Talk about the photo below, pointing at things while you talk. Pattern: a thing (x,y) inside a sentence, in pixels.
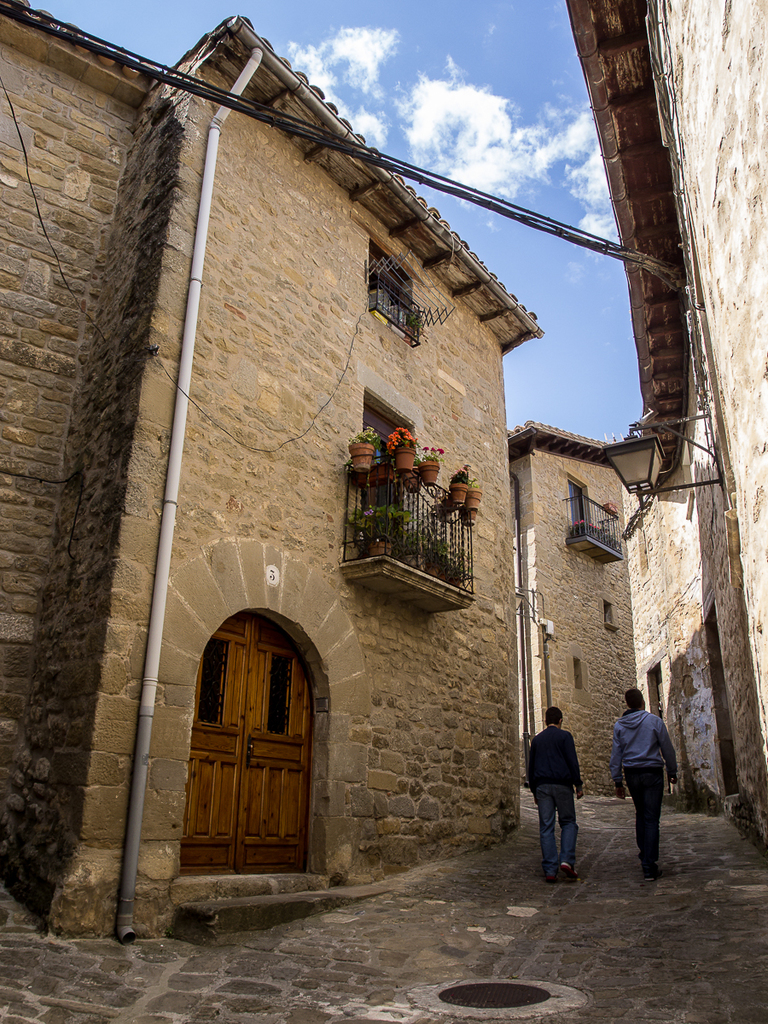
In the image we can see the buildings (343,558) made up of stones (311,535). Here we can see the door (263,750) and the window (378,260). We can even see two people (635,778) walking and wearing clothes (626,774). Here we can see footpath (602,951), cable wire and the cloudy sky (467,94).
